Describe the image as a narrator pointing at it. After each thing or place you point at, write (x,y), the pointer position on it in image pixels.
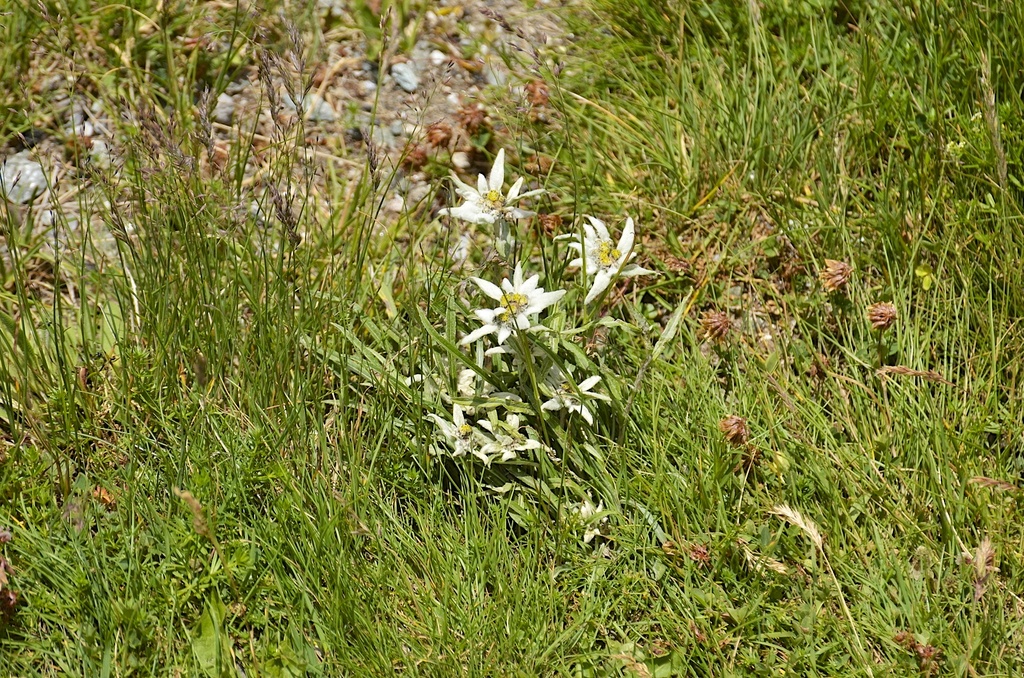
In this picture we can observe white color flowers (504,334) on the ground (501,277). We can observe some grass (254,356) on this ground (185,335).
